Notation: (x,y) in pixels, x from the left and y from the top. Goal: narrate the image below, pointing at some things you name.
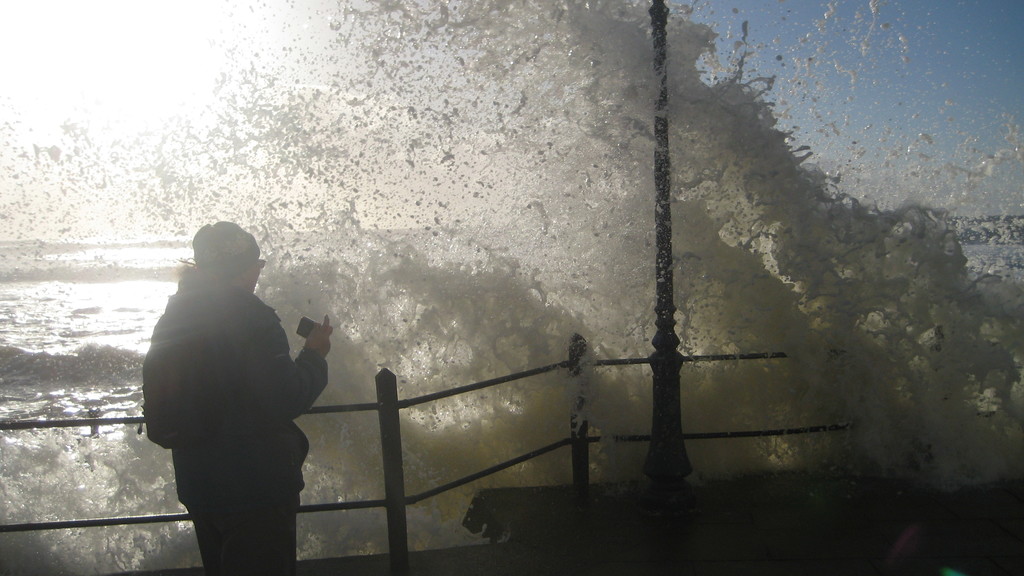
On the left side (221,240) there is a lady (258,331) holding something and wearing a cap (228,254). Near to her there is a railing (391,455) and a pole (657,344). And there is water (457,213).
